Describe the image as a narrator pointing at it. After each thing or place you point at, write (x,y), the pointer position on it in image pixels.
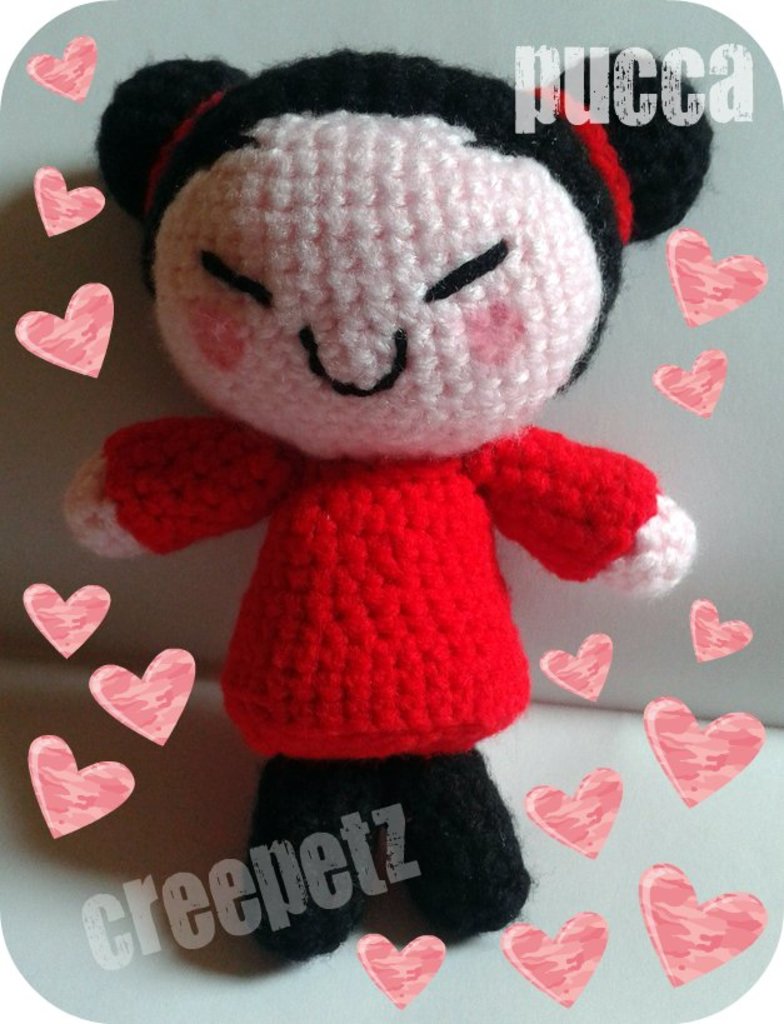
In this image we can see that it is an edited image. In this image we can see a doll (399,484). In the background of the image (542,672) there is a white background (542,672). On the image there are watermarks (697,65).
